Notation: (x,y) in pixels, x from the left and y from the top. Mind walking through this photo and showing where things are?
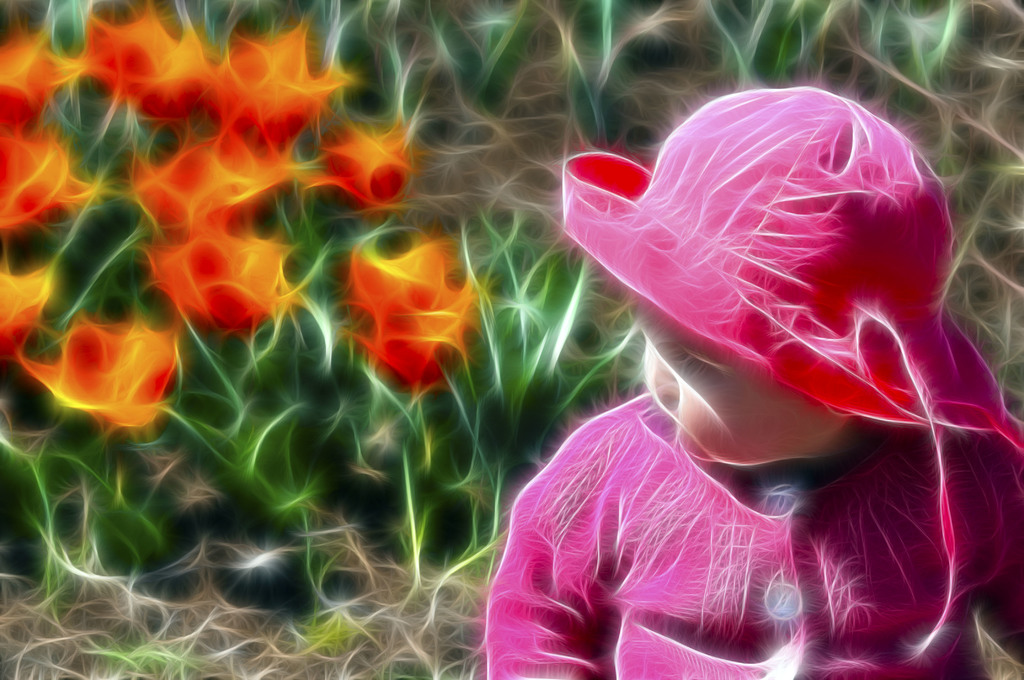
It is an edited picture. In this image, we can see a baby (736,567) is wearing a pink hat (705,324). Background (237,316) we can see green, red and orange colors.
